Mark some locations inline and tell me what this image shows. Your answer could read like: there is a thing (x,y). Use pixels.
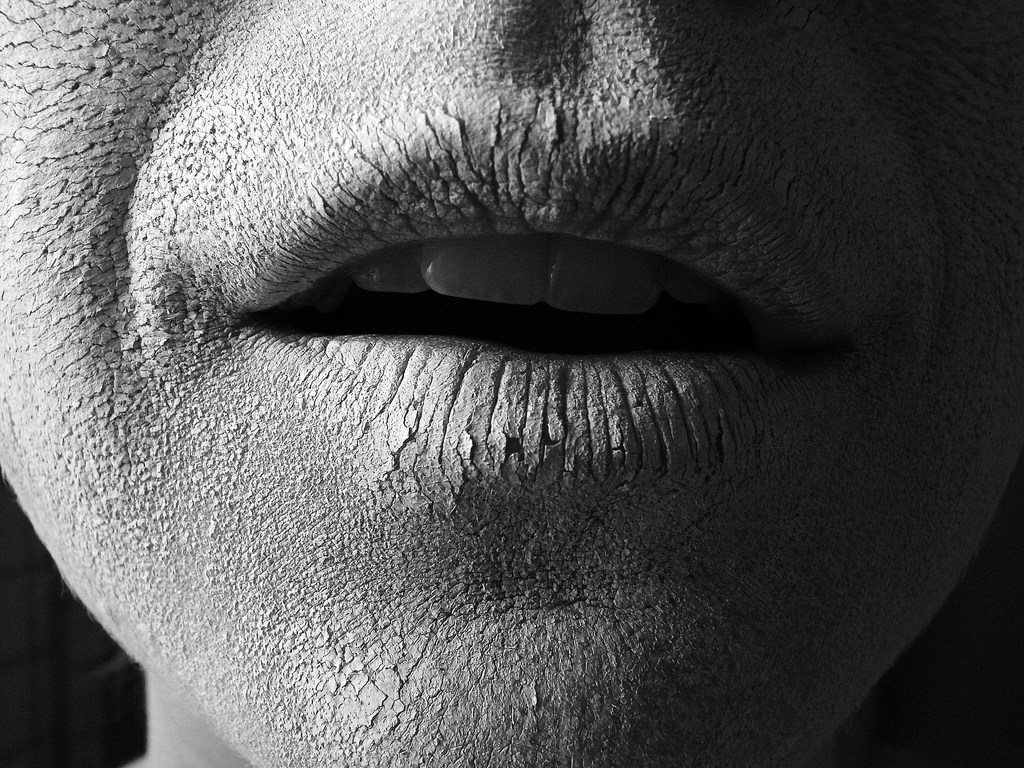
In the center of the image (421,295) there is persons mouth (486,308) and teeth (379,283).
